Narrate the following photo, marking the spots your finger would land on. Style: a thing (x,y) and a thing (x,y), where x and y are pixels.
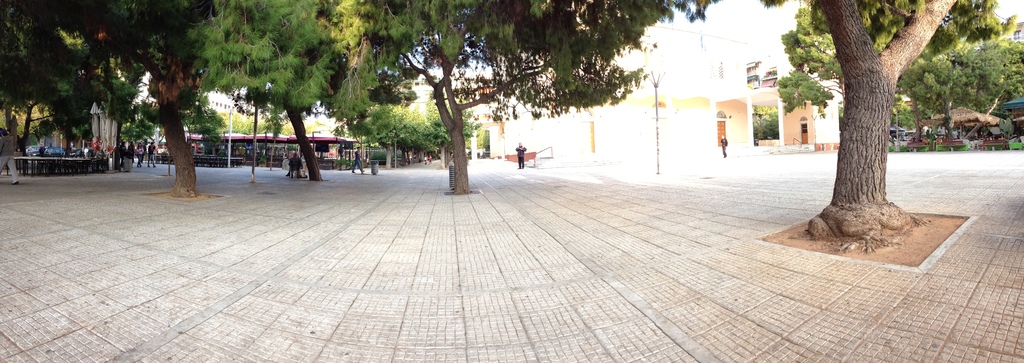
In this image we can see a few people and buildings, there are some trees (966,100), poles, windows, tent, light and a shed (965,126), also we can see some objects (961,147) on the ground (97,271).
